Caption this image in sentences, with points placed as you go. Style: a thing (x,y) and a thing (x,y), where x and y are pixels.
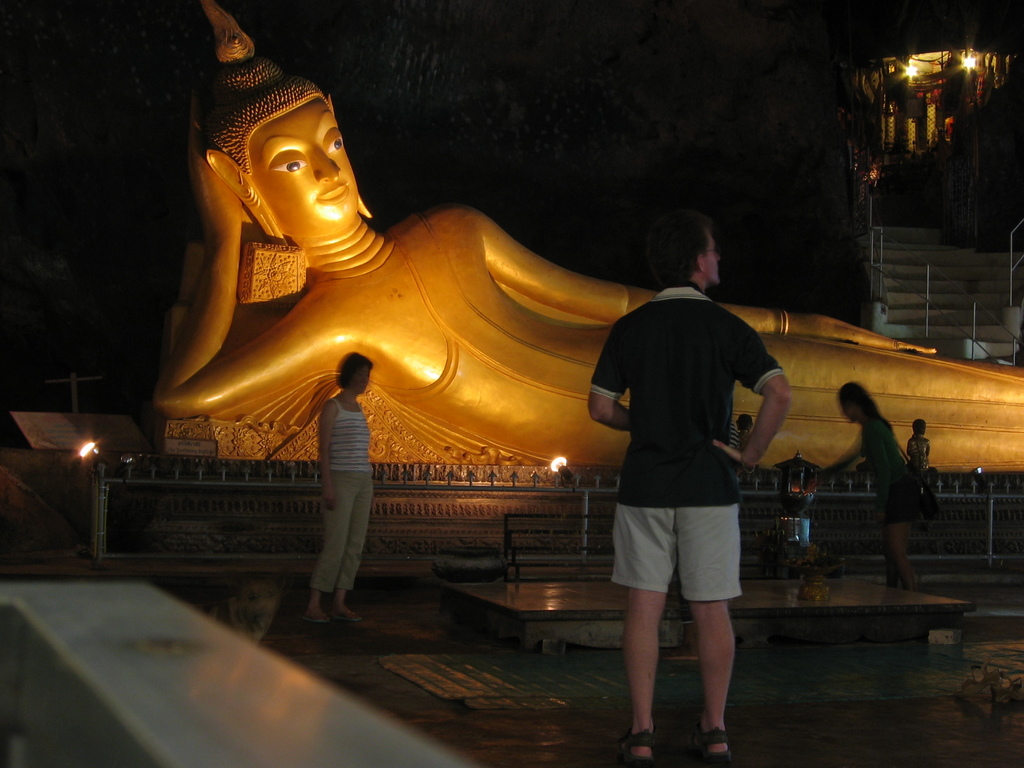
In this image there are persons (343,412) standing, a person (892,496) is wearing a bag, there are objects (822,559) on the ground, there are lights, there is a statue (492,447) truncated towards the right of the image (977,390), there are staircase (961,270) truncated towards the right of the image (963,284), there is an object (130,688) truncated towards the bottom of the image (147,655), the background of the image (53,111) is dark.
